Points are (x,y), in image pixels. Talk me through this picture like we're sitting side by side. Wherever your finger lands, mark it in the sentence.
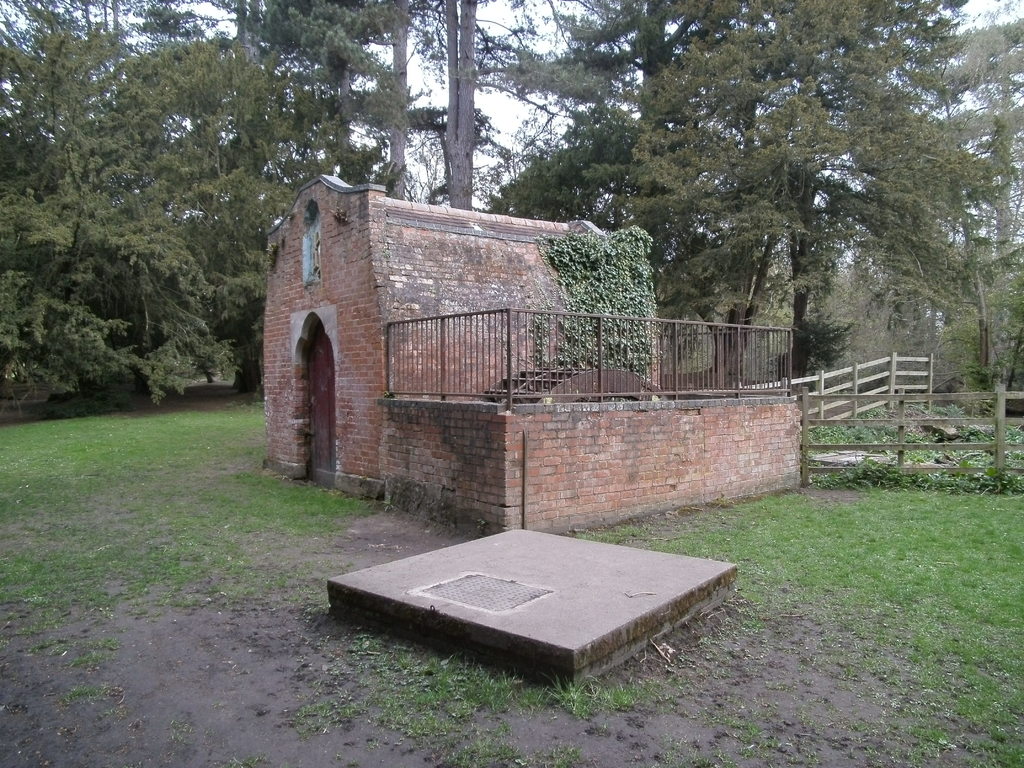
In the image there is a home (491,293) in the middle of a grass land (899,570) with a wooden fence (860,398) on right side of it and in the background (188,250) there are trees (588,147) all over the image, the home (288,312) is built of red bricks (374,414).
